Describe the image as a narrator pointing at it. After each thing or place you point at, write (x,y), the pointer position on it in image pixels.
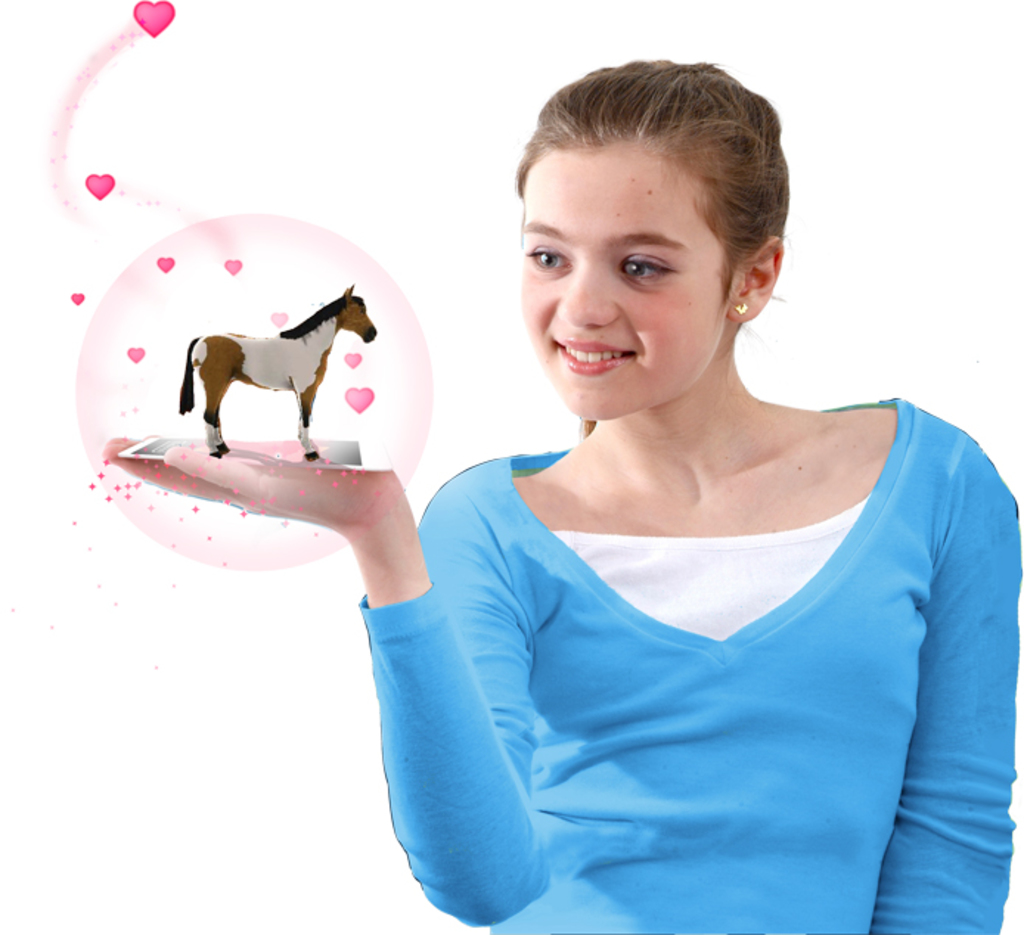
In this I can see a girl (650,437) holding a horse toy (224,355) in her hand (266,483) and I can see smile on her face (559,296) and a white color background (20,100).
